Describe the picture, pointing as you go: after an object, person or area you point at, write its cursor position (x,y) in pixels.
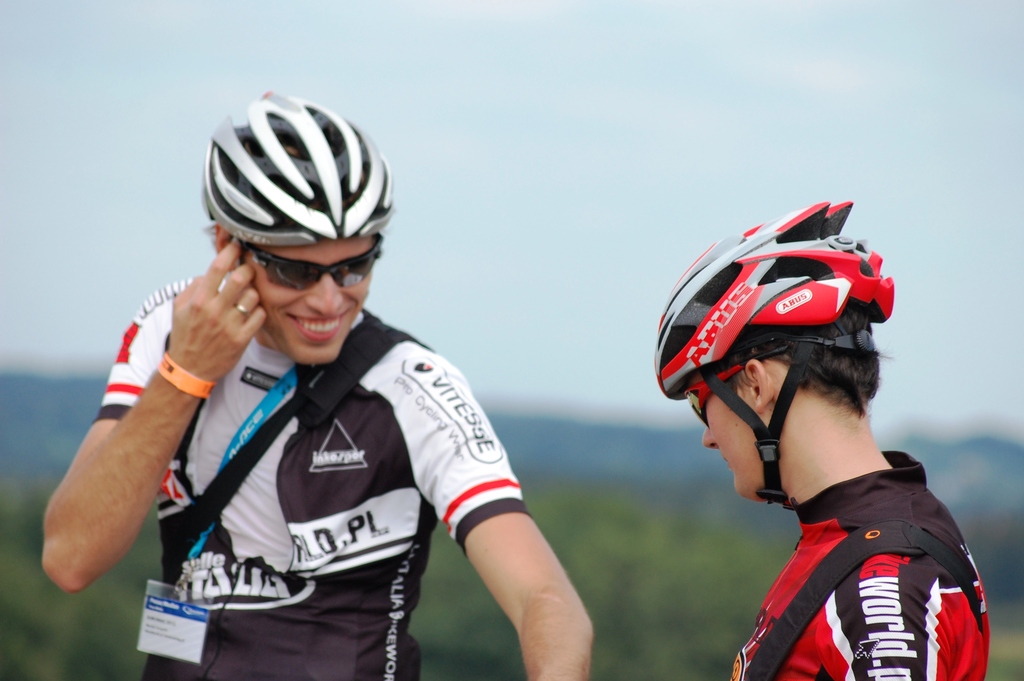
In this image we can see two persons (489,558). A person (262,544) is wearing an identity card (186,603) in the image. There is a sky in the image. There are many trees (688,580) in the image.
